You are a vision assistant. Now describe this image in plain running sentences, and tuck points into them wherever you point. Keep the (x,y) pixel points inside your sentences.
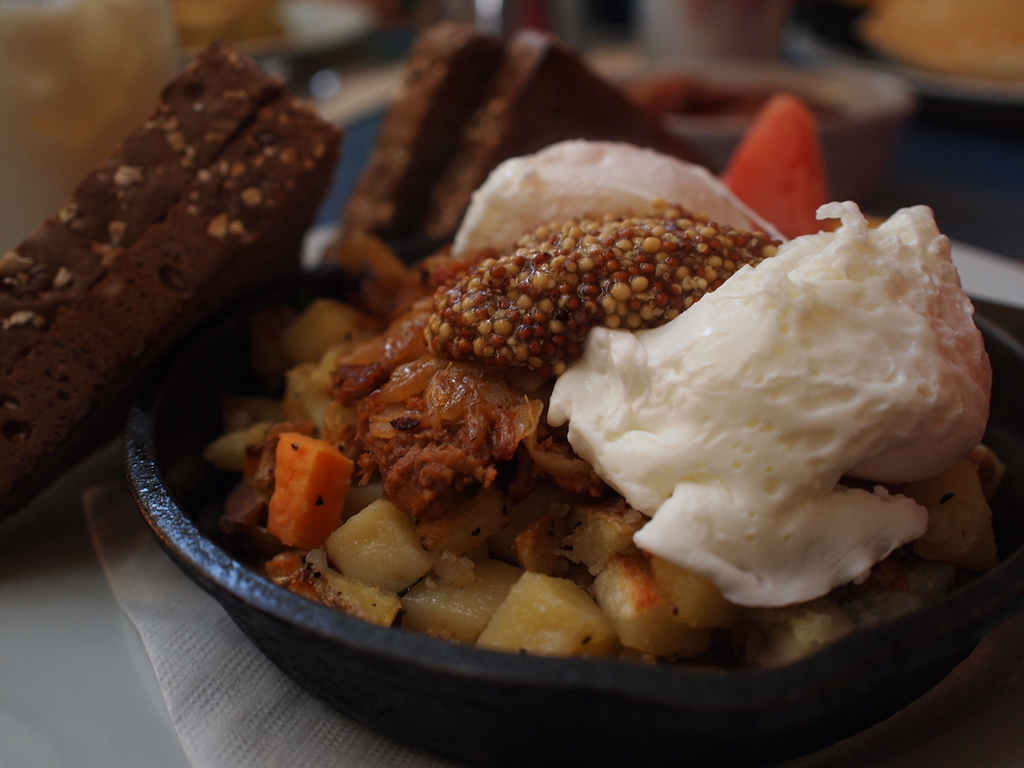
In this image, I can see a bowl (325,683), which contains food (359,467). I think I can see two pieces of bread (225,165). This is a tissue paper (203,684). This looks like a table (65,687), which is white in color. The background (956,118) looks blurry.
